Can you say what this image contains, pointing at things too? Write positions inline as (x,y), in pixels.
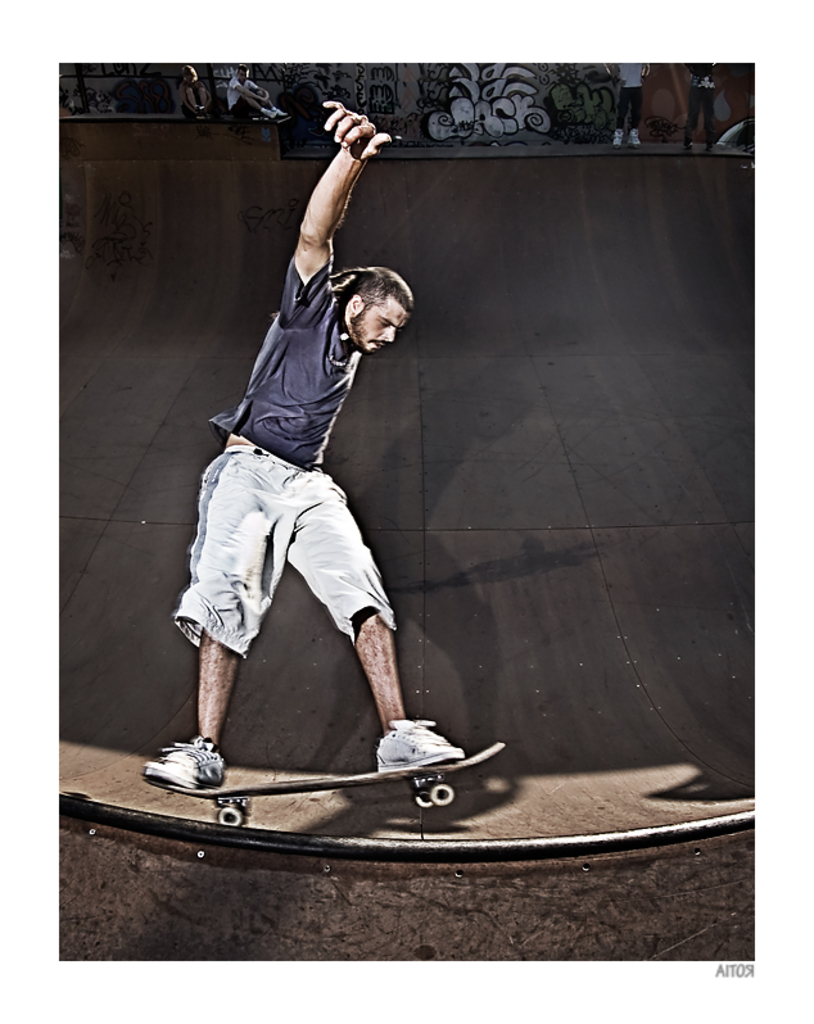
In this picture we can see a man (194,626) standing on a skateboard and skating on a slide (606,565) and in the background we can see some people (194,70).
